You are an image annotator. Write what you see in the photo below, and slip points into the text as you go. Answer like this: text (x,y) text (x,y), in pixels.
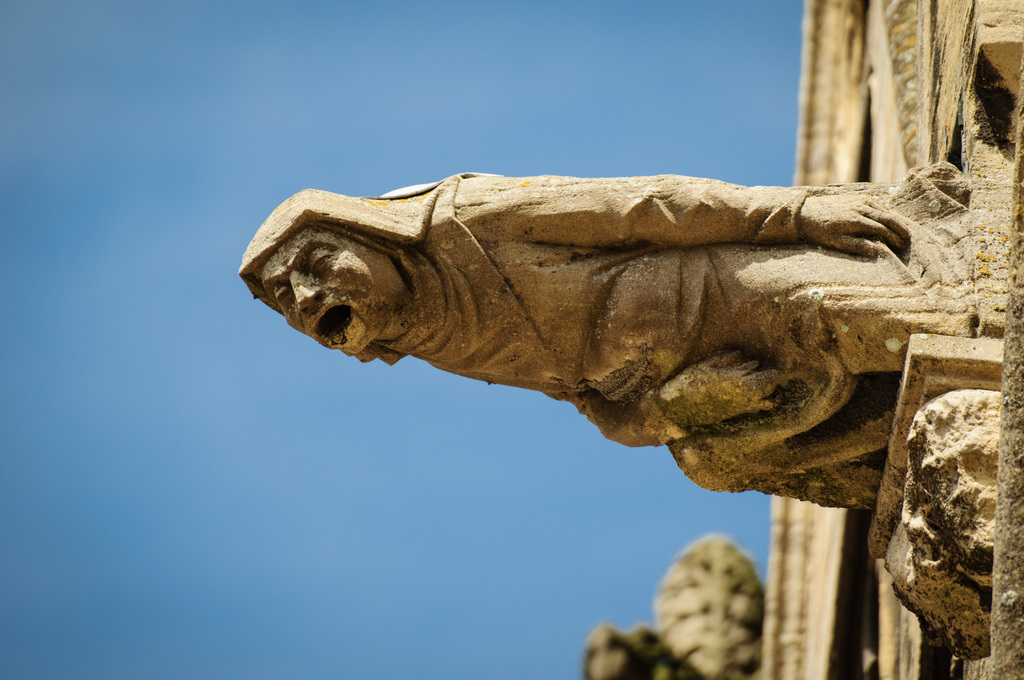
In this image there is a sculpture (523,315) of a person (667,308), there is an object (727,620) towards the bottom of the image (722,619) that looks like a sculpture (731,619), at the background of the image (460,536) there is the sky (266,125), the background of the image (241,86) is blue in color.
